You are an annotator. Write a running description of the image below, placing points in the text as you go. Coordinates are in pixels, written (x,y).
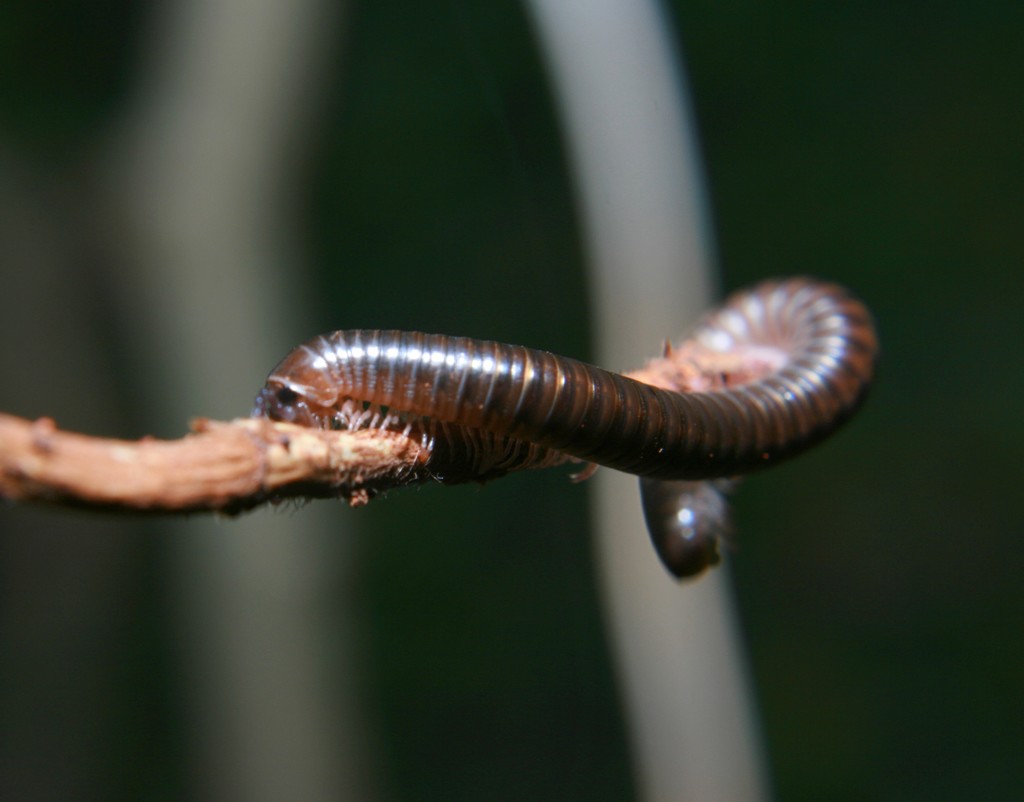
In this picture, there is a millipede (470,445) on the stem (198,440).
